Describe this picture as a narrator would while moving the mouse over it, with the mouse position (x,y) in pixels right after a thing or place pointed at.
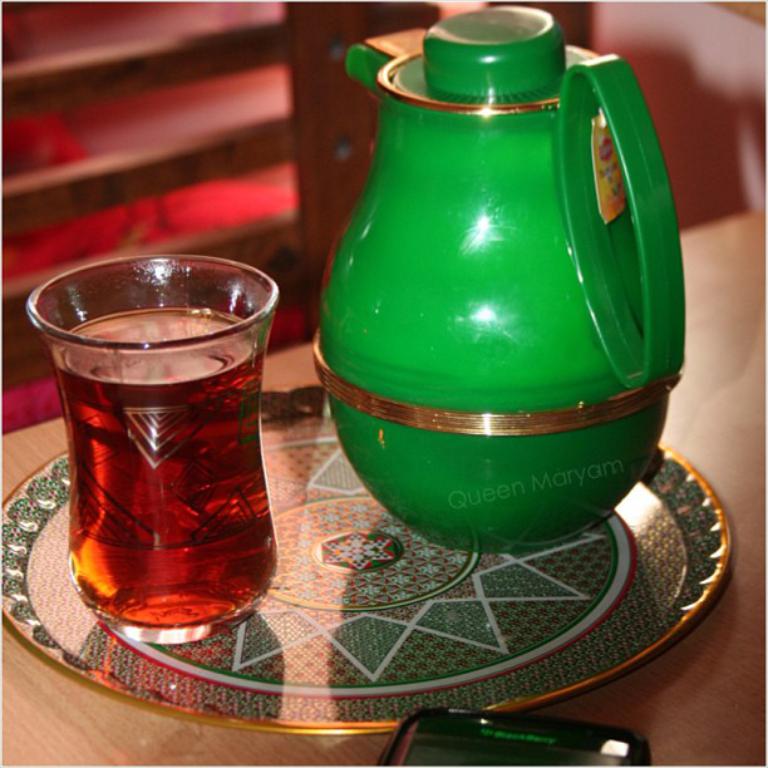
In this image we can see a green color kettle (519,331) and glass (161,486) is kept in a plate (365,639). Bottom of the image (498,732) mobile (489,761) is there.
